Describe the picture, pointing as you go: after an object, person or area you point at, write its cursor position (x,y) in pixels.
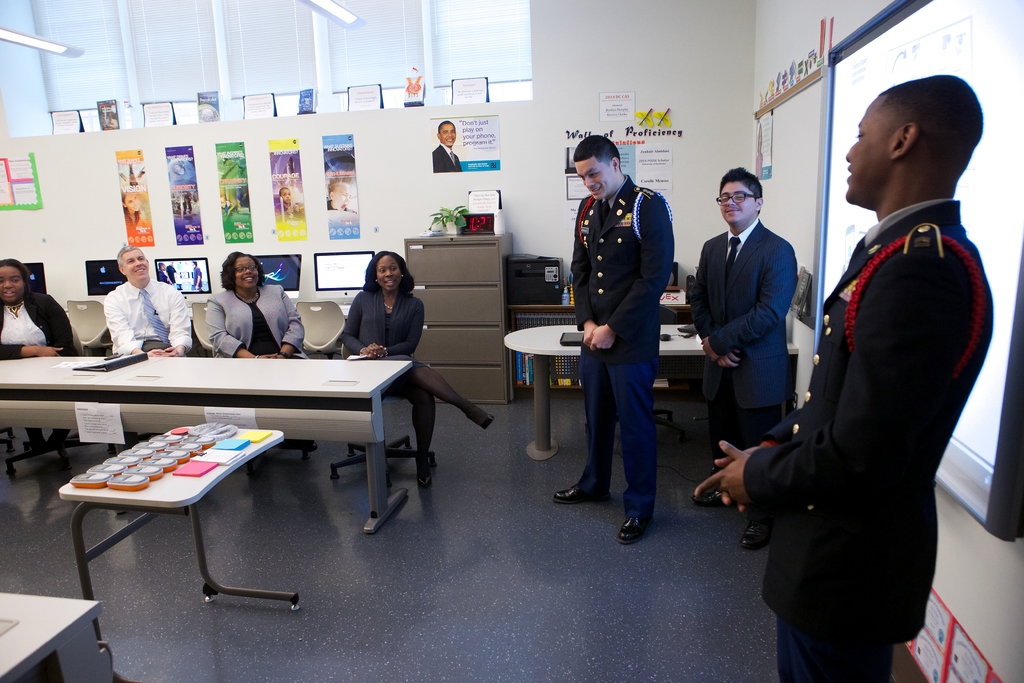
In this picture we can see the posters (40,199), wall (174,255), monitors (352,257). On the cabinet (470,292) we can see a houseplant (444,208) and boards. On the right side of the picture (928,435) we can see the people (639,392) are standing and we can see a screen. On the tables (269,422) we can see few objects (150,456), file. On the left side of the picture (41,296) we can see the people (383,261) are sitting on the chairs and all are smiling. We can see the papers (87,412) with some information. At the bottom portion of the picture (281,475) we can see the floor (455,425) and an object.
